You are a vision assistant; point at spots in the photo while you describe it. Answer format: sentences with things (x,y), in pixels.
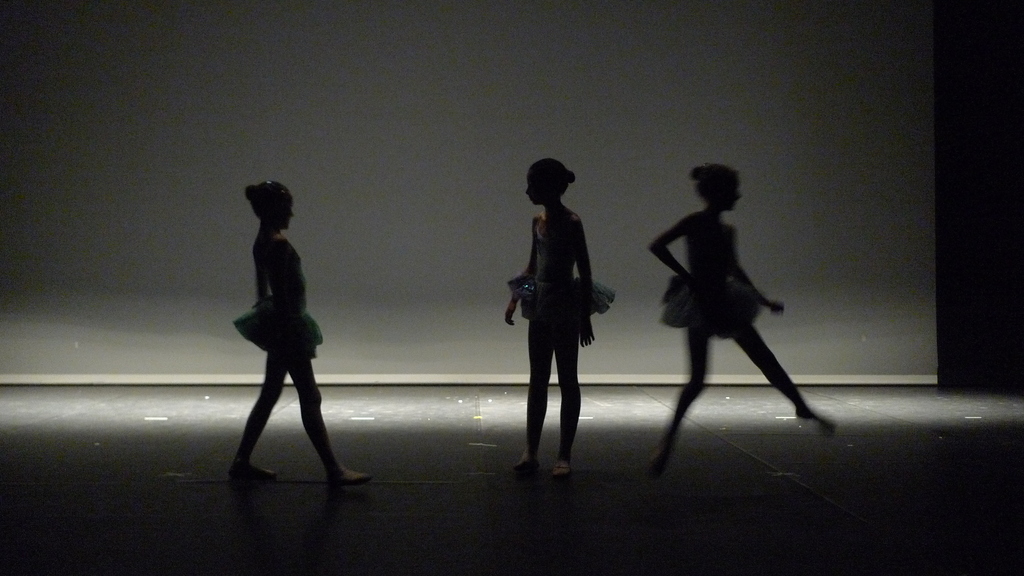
In this image there are persons (532,365) standing and in the background (560,116) there is a board (523,137) which is white in colour.
